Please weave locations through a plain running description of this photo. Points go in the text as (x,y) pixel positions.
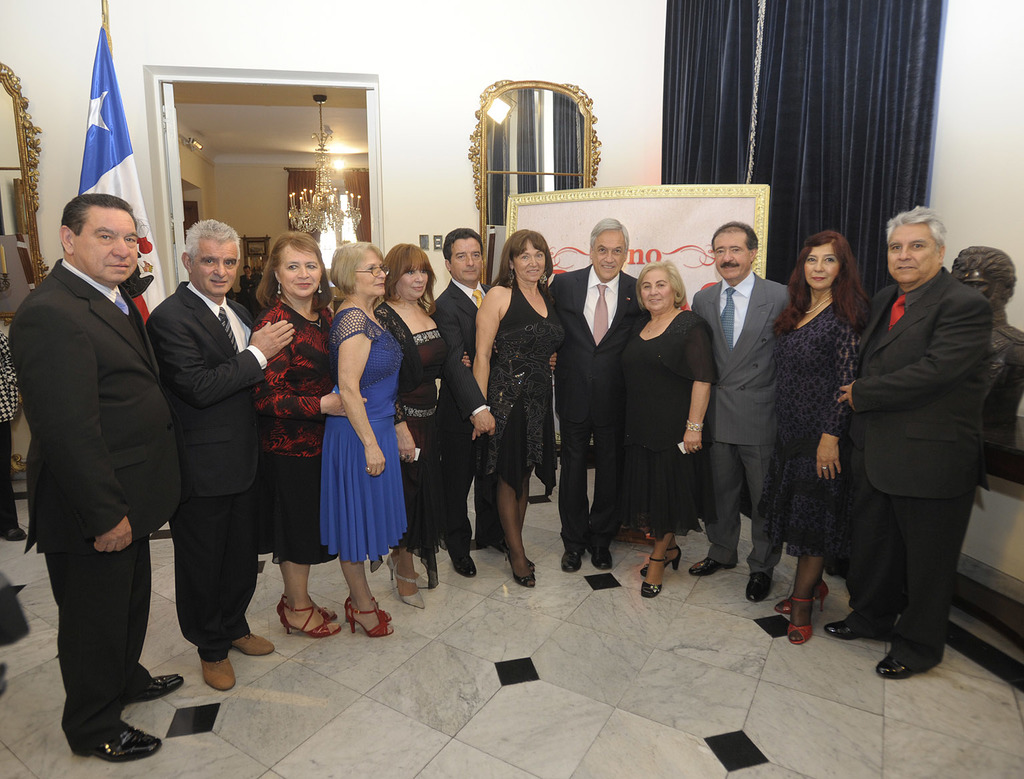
In this picture we can see a group of people (602,479) standing on the floor (826,674) and smiling and in the background (94,173) we can see a flag (118,152), mirror (532,140), curtains (797,30), frame (646,237), chandelier (311,228), wall (541,34).
